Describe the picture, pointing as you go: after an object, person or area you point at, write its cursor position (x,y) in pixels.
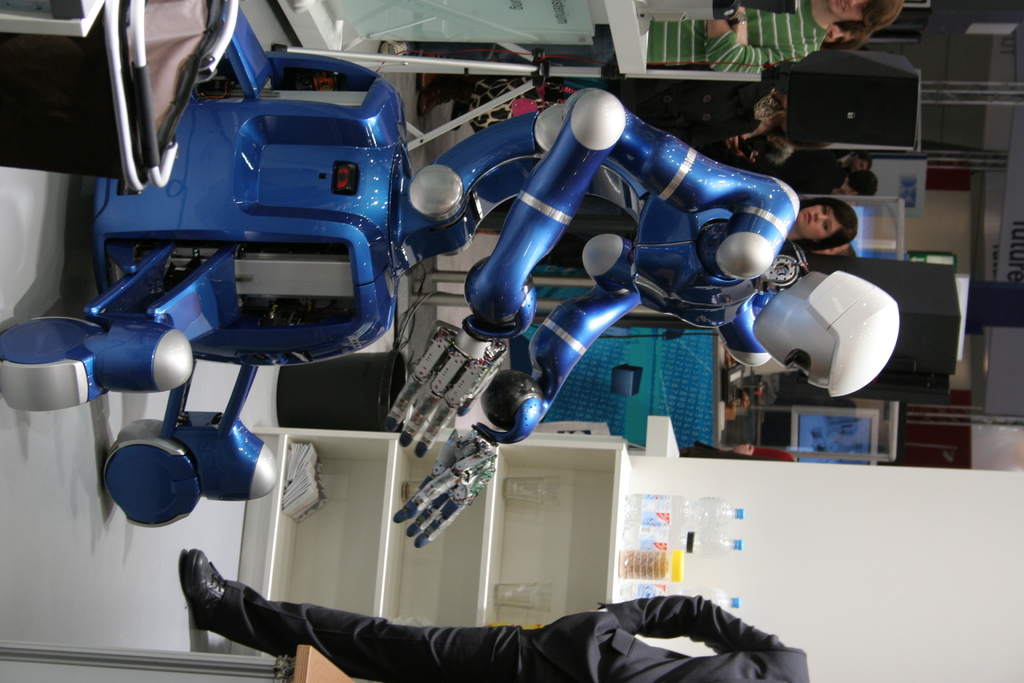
In this image I can see in the middle (423,391) it looks like a robot (547,321) in blue color. At the back side (835,239) there is a woman (812,229) looking at this robot (735,312), at the bottom (729,632) there is a person (627,617) standing, this person (566,645) is wearing a black color coat (560,653), trouser (238,623), shoes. Beside him there are bottles (699,539).
